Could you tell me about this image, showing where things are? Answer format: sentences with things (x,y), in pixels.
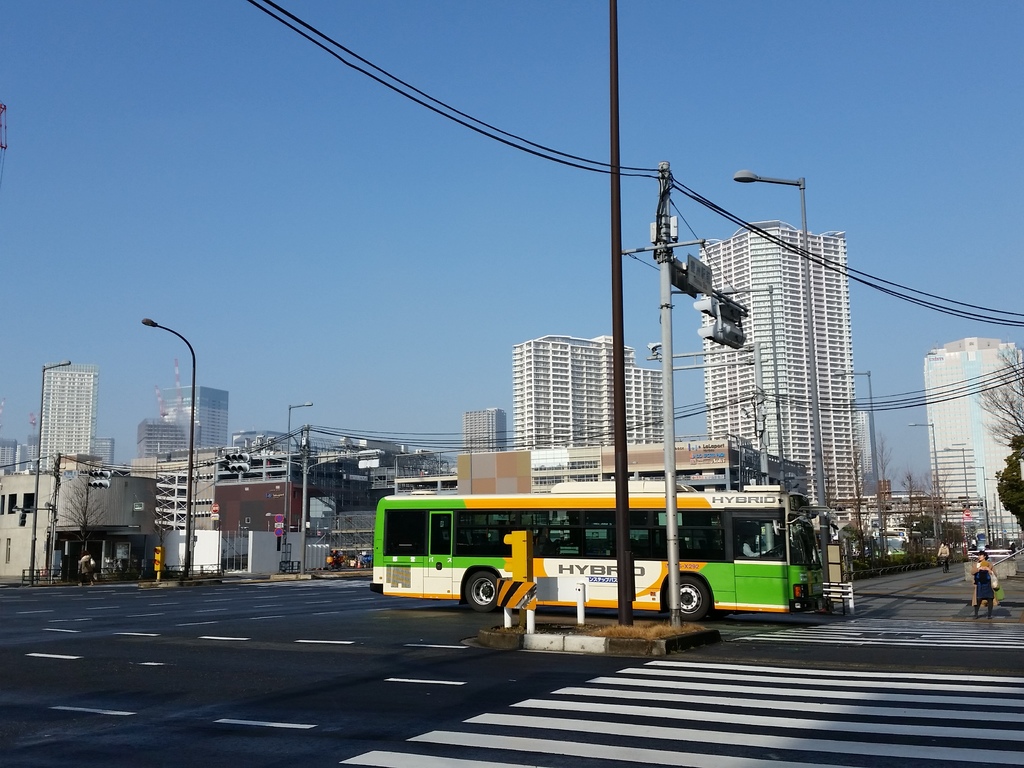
In this image I can see the road (321,630), a pole (660,193) with traffic signal (733,312) and few wires (712,203), a huge black colored pole (624,557) and a bus (716,581) which is yellow, white and green in color on the road (298,629). I can see few persons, few trees (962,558), few poles (286,478), few wires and few buildings (264,497). In the background (446,268) I can see the sky (339,180).
